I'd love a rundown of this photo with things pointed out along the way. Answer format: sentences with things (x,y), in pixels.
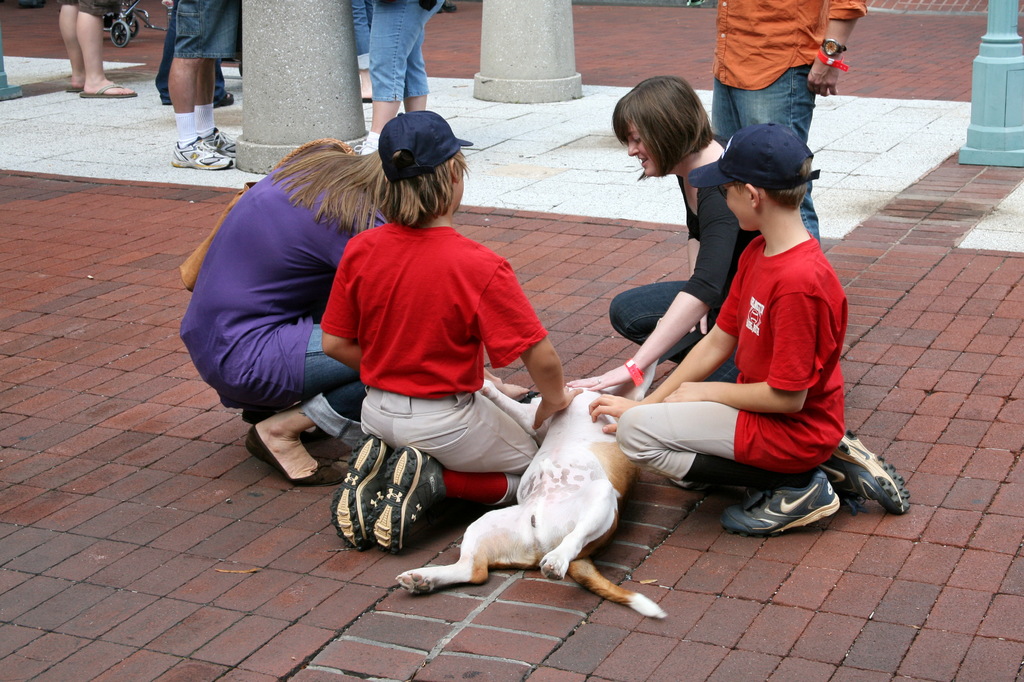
There are four persons (760,243) sitting and holding a dog (597,465) which is on the road (513,580). In the background (617,28), there is a man (782,40) standing, wearing a watch (840,45), pillars (987,116), other persons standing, vehicle (127,18) and the road (633,22).
